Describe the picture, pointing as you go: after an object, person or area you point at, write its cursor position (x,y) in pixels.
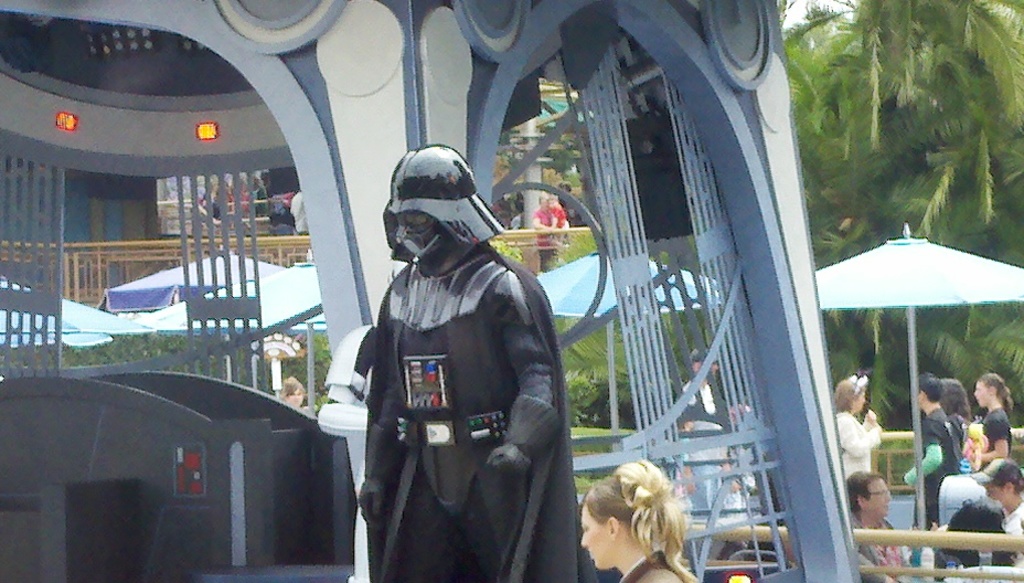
Front we can see a black costumed figure (403,525). Background there are trees (1023,419), people (857,526) and umbrellas (919,289).
